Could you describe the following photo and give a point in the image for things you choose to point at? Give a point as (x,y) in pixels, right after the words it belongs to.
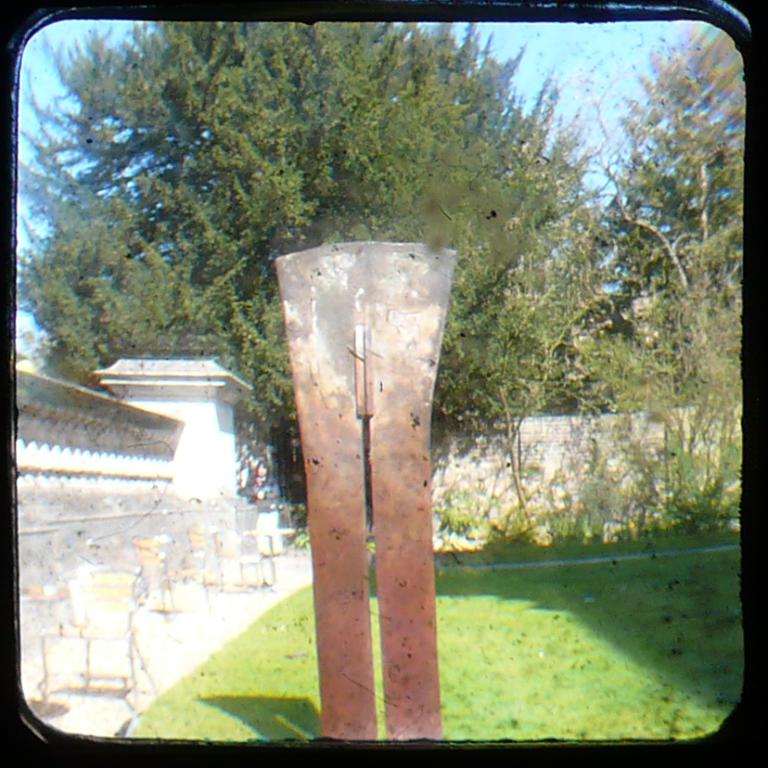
In the foreground of the picture (610,670) there are chairs (161,555), tables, grass (453,661) and plants (665,463). In the background (293,195) there are trees (438,158). Sky (594,58) is clear and it is sunny bro.
